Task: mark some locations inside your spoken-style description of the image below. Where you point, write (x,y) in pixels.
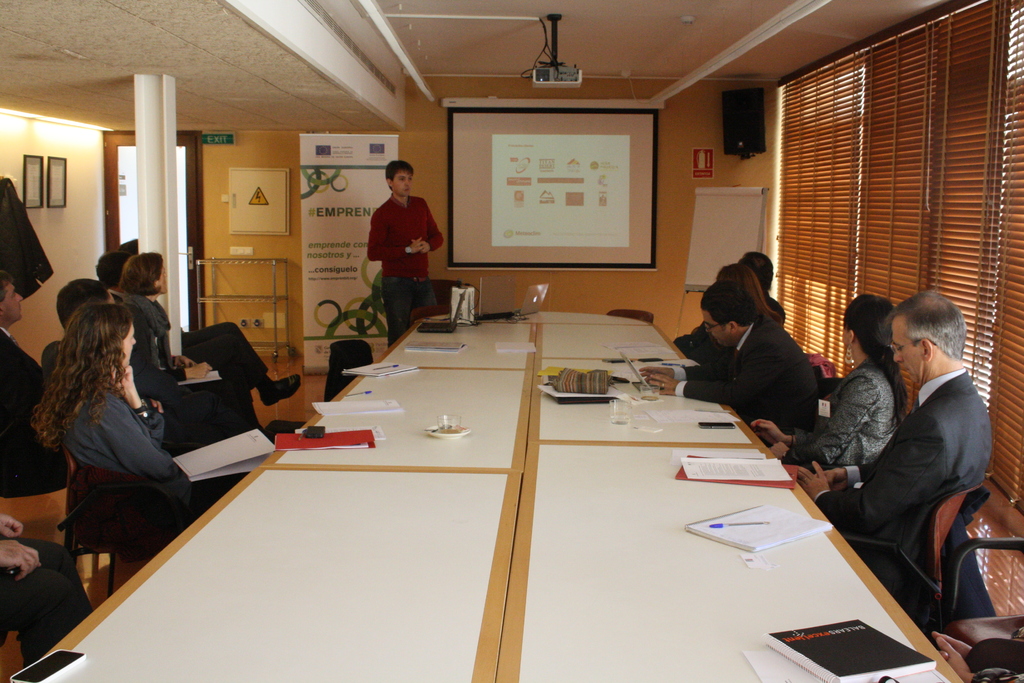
In this image I see number of people (868,514) in which most of them are sitting on chairs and this man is standing over here. I can also see there are tables (359,377) in front of them on which there are papers (694,463), books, laptops (520,302) and other things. In the background (748,145) I see the board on which there are papers (703,197), a projector screen (642,192), projector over here, door (195,139), lights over here, photo frame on the wall (57,143) and a speaker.
